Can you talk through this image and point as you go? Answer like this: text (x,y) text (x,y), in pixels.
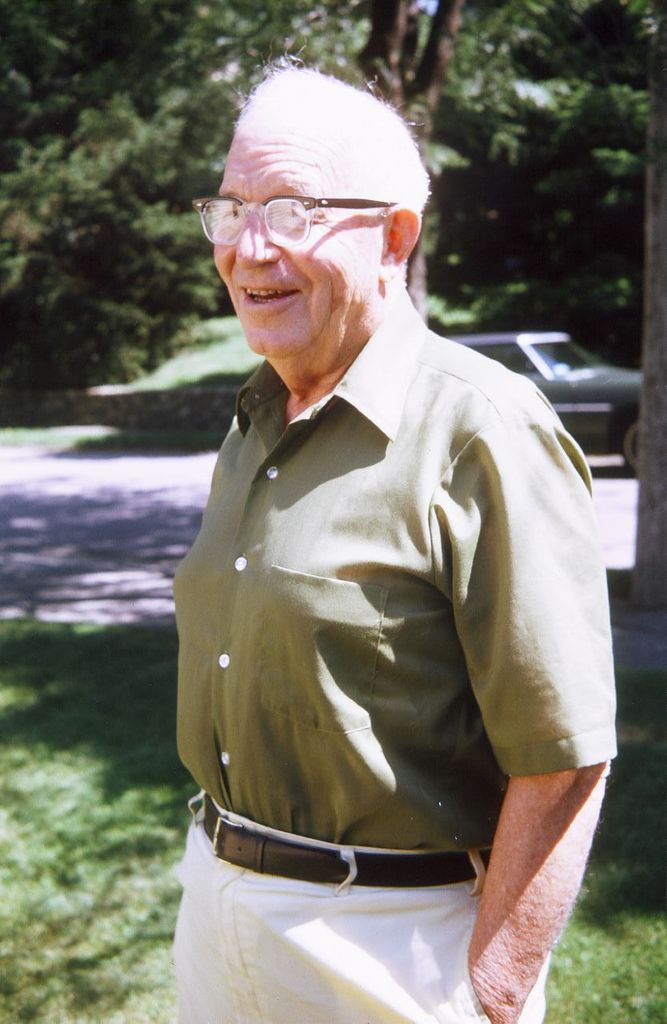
In this picture I can see there is a man (408,381) standing here and he is wearing a green shirt (385,778) and a pant (192,811) with belt (409,875) and in the backdrop (168,490) there is a road (167,548) and a car (561,379) is moving on the road (187,520) and there are trees (587,41) in the backdrop (409,115).
